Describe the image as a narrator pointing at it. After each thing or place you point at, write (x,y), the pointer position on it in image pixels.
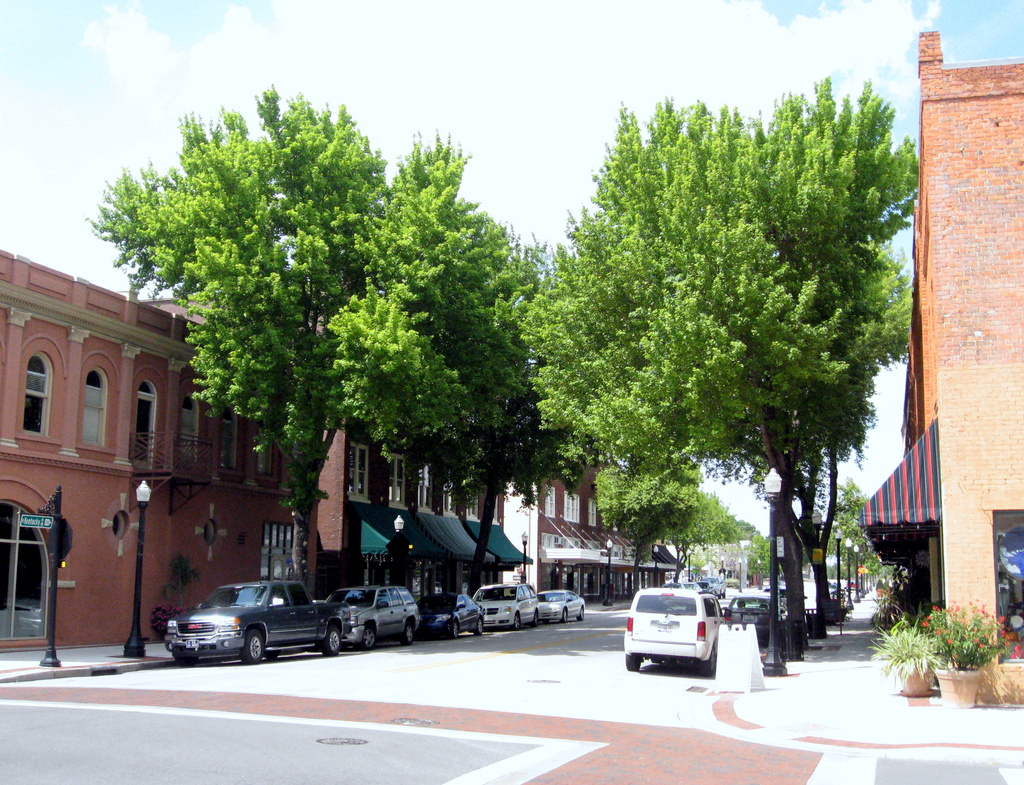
In this image in the center (393,510) there are some vehicles (698,585), and there are some tents (870,503) railing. And on the right side (941,300) and left side (88,431) there are buildings (78,439), trees (761,420), poles (61,491) and lights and also there are flower pots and plants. At the bottom (457,645) there is road (532,703) and at the top (528,90) there is sky (422,107).
